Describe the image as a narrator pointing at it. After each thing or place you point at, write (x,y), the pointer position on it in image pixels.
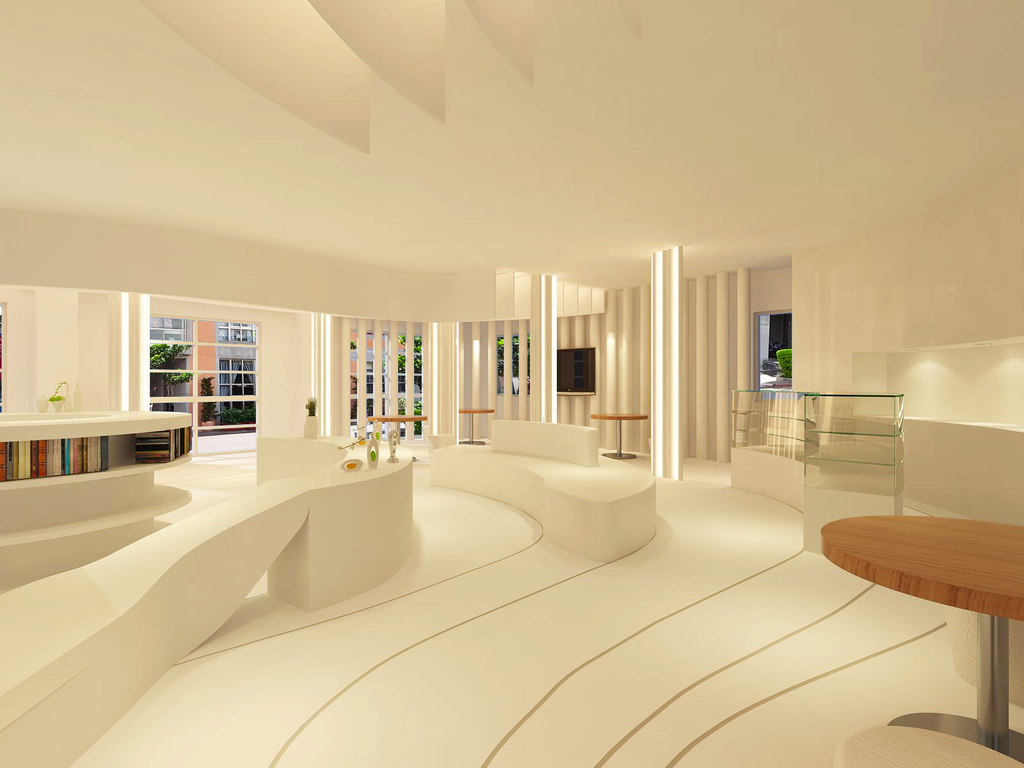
In this image we can see the inside view of a building (762,463). Here we can see tables (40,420), books (61,455), racks (20,420), pillars (455,385), television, floor (603,563), and few objects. There are walls (93,351) and ceiling (397,247). In the background (238,423) we can see plants (209,395) and trees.
